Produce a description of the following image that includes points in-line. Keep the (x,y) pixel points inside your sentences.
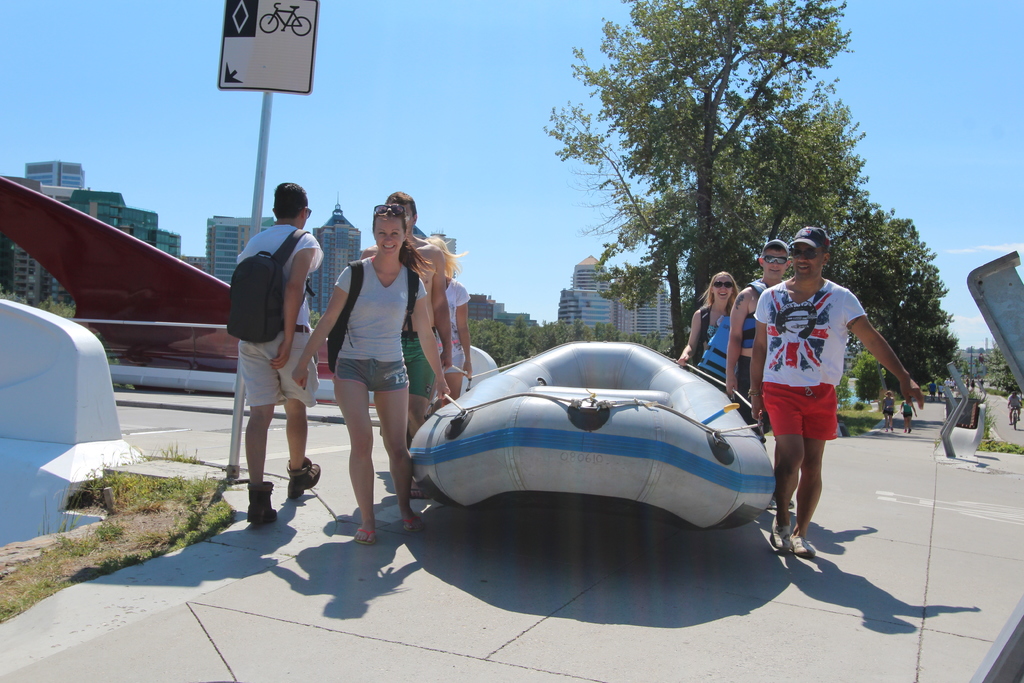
In this image, we can see few people (806,316). Here a person (376,262) is wearing a bag (271,293) and walking. Few are carrying tube boat (602,442) and smiling. Here we can see pole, sign board (252,46), trees (892,288), buildings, grass (98,528), road (197,647). Background (503,268) there is a sky (512,134).
